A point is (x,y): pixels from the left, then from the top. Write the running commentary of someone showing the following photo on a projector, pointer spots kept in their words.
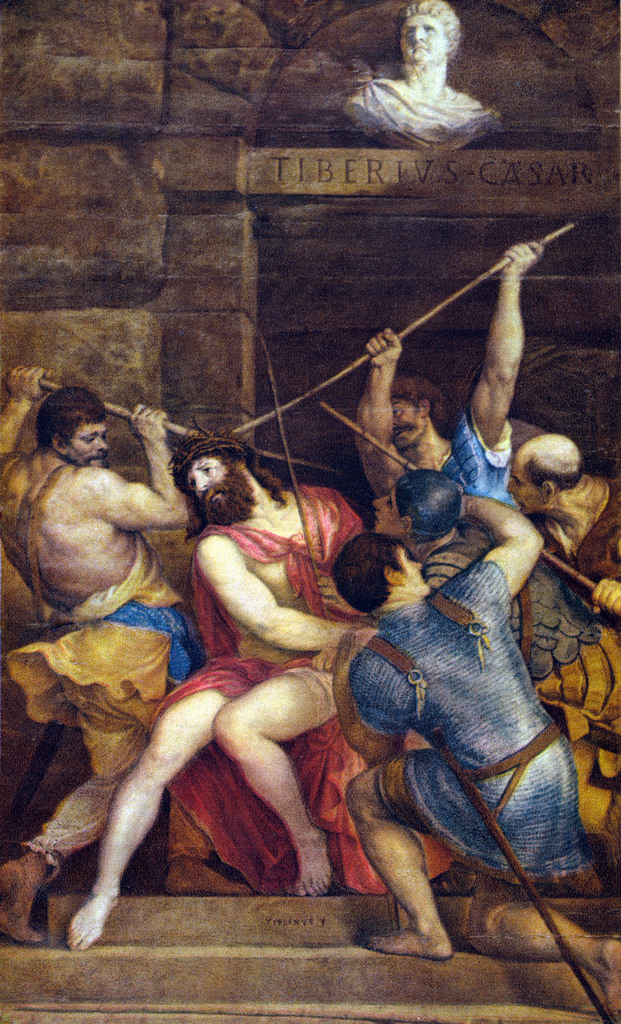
In the picture we can see a painting (438,955) of a man (261,572) with a beard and thorn crown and some people (554,737) are hitting him with sticks (420,320) and behind them, we can see a rock wall (72,190) with a name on it as TIBERIUS CAESAR and on it we can see a painting (424,101) of a man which is white in color.
